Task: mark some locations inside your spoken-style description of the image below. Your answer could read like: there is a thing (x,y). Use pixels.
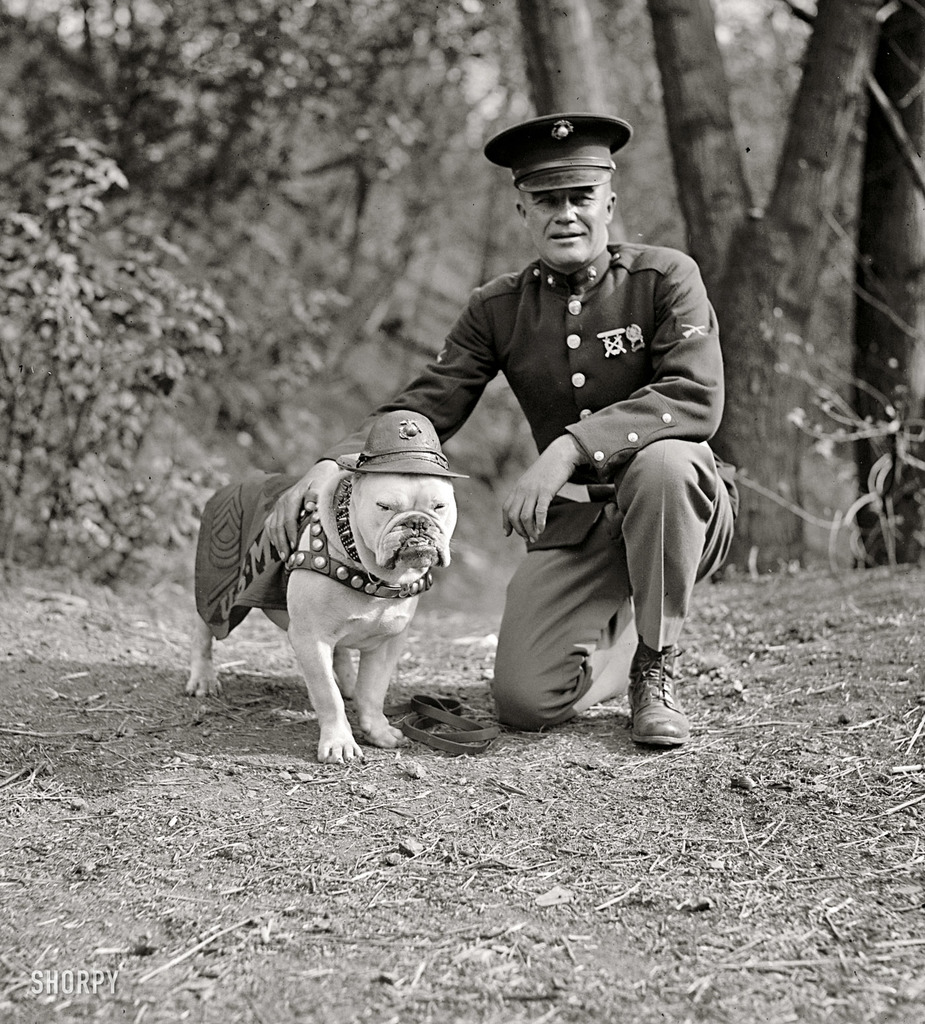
In this image in the middle (579,541) there is one man (561,407) who is sitting on his knee (554,671), and beside that man (527,495) there is one dog (308,544) and that dog (336,511) is wearing a hat (395,469) on the background (279,204) there are some trees (440,90).
